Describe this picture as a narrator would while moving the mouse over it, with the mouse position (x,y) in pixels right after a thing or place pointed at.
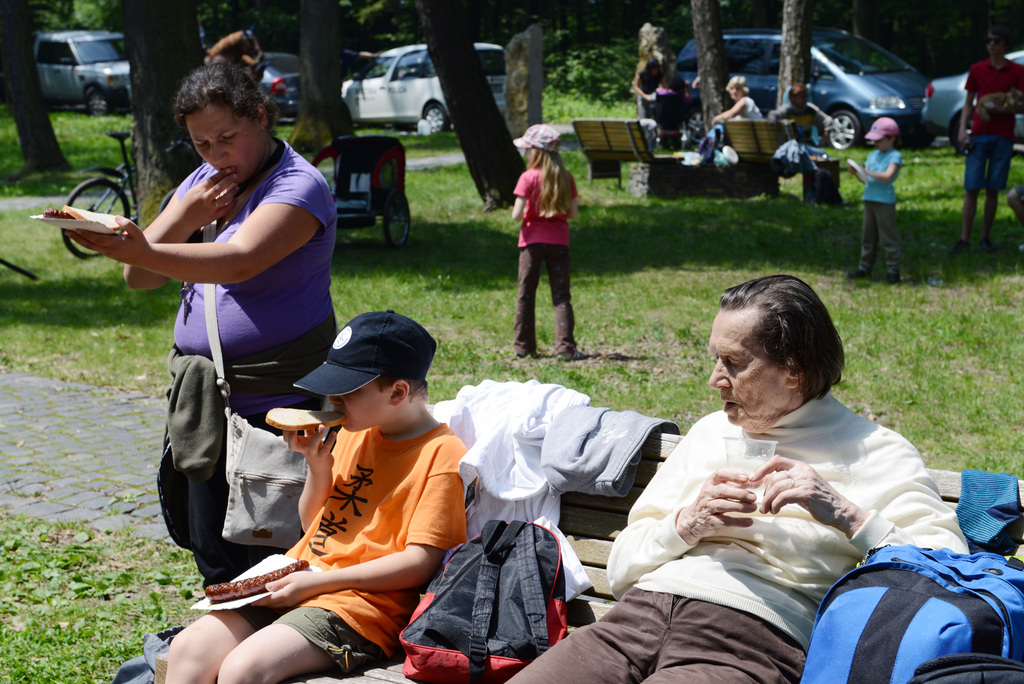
In this picture we can see a boy (336,340) holding some food items (225,592) in one hand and eating food (299,416) with the other hand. We can see a man (697,496) holding a glass (731,445) and sitting on a bench (317,683). There are a few bags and clothes (608,451) are visible on this bench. We can see a woman (295,209) holding some food items (49,216) in her hands (88,232). Some grass (79,271) is visible on the ground (163,375). There are a few kids (537,244), some people (984,150), vehicles (56,89), tree trunks (184,69), benches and other objects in the background (632,176).
